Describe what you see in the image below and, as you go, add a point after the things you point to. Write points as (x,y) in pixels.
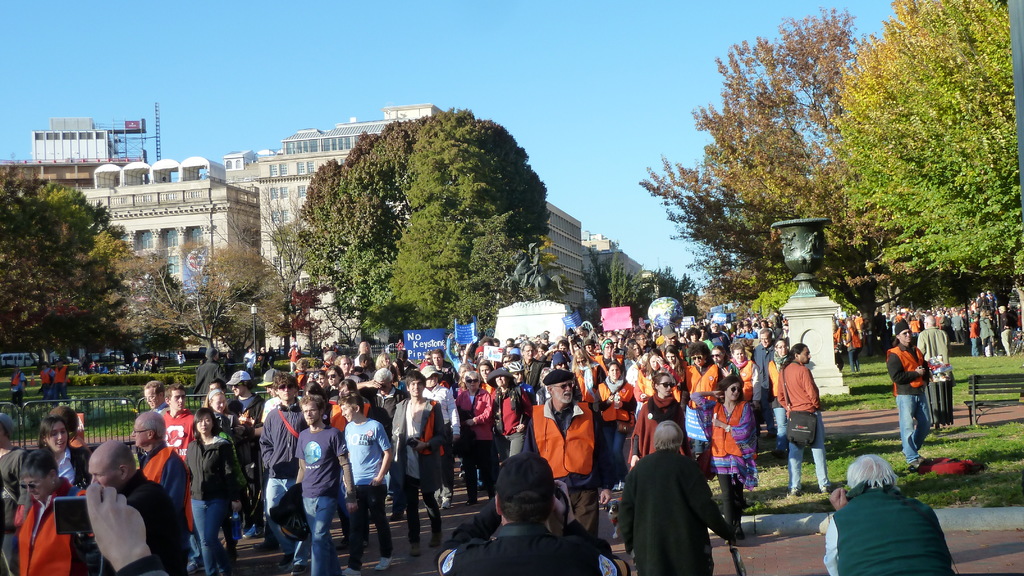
In the image we can see there are many people (616,424) around, walking and some of them are standing, they are wearing clothes (451,422). Some of them are wearing cap (565,379), shoes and goggles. There are many trees (979,142) and buildings (583,263). We can even see sculptures (814,254), poster (472,327), fence (111,407), grass (125,420) and the sky (569,76). There is even a bench (973,397) and footpath (1003,553).
